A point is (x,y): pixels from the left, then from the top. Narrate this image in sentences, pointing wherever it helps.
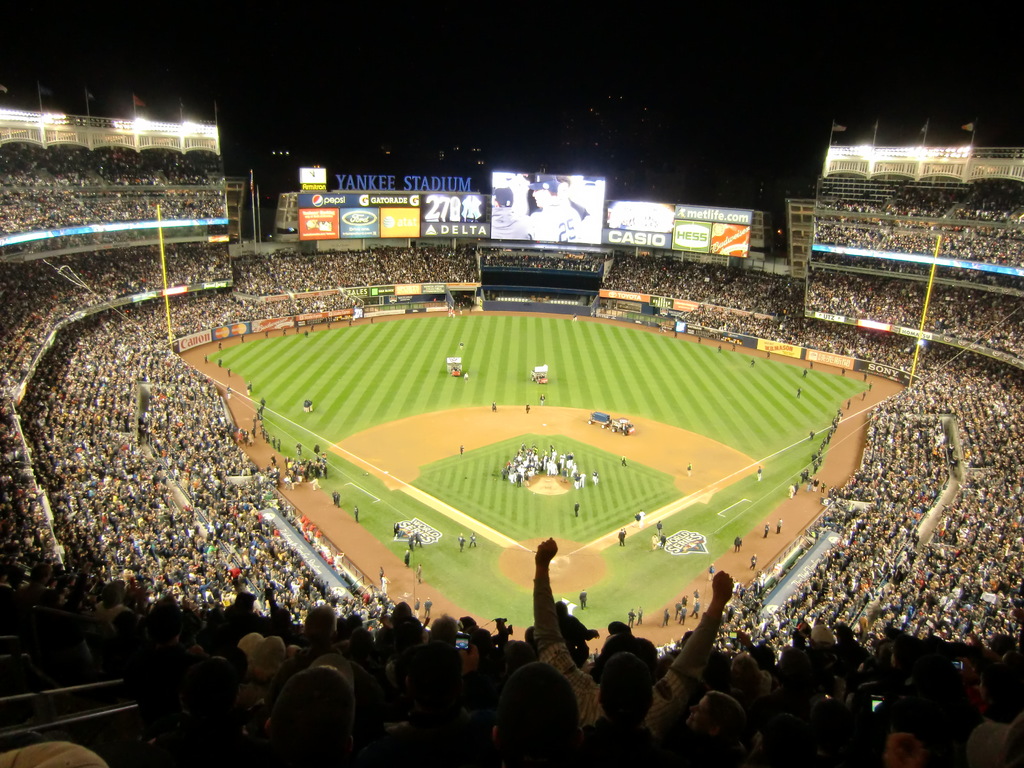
In this image I can see it looks like a stadium (581,440), many people (950,401) are sitting around this ground (464,478) and watching it. In the middle (521,449) few people (528,461) are playing, at the top (527,238) there are electronic displays (415,229) of advertisement boards (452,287) and there are lights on either side of this image. At the top (517,53) it is the sky (475,48) in the nighttime.
